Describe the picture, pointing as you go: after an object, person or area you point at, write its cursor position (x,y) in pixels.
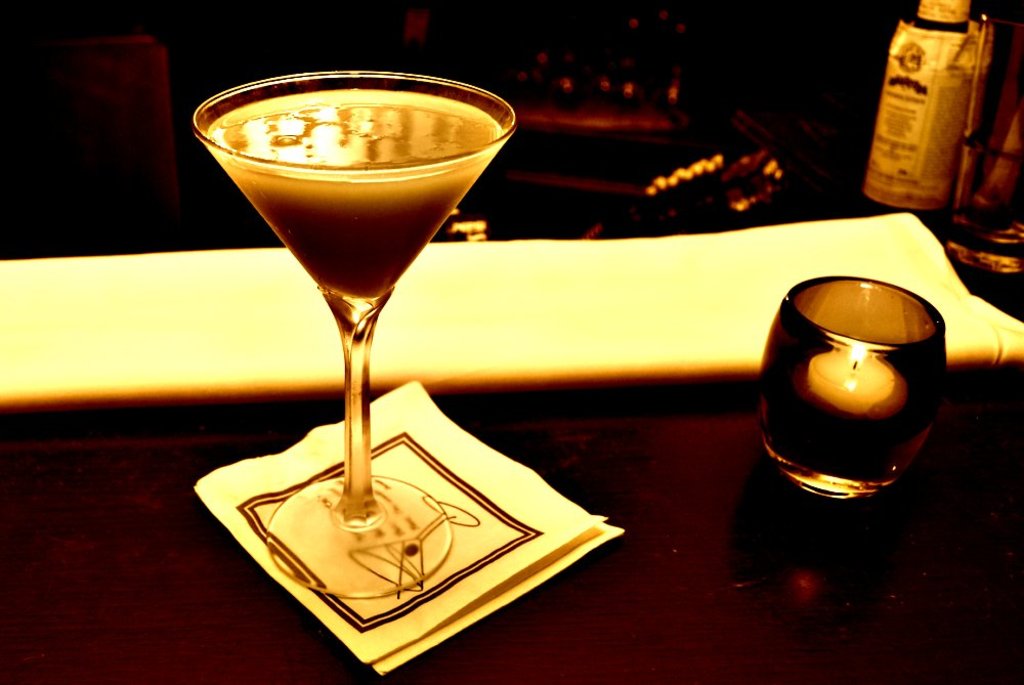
On the left side (299,195), there is a glass (358,191), which is filled with drink (449,198) placed on a brown colored surface (509,606). On the right side (845,313), there is a candlelight (854,355) placed in a glass (916,334). This glass (843,458) is placed on a brown colored surface (778,593). In the background (961,245), there is a bottle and there are other objects (963,319). And the background (849,150) is dark in color.
